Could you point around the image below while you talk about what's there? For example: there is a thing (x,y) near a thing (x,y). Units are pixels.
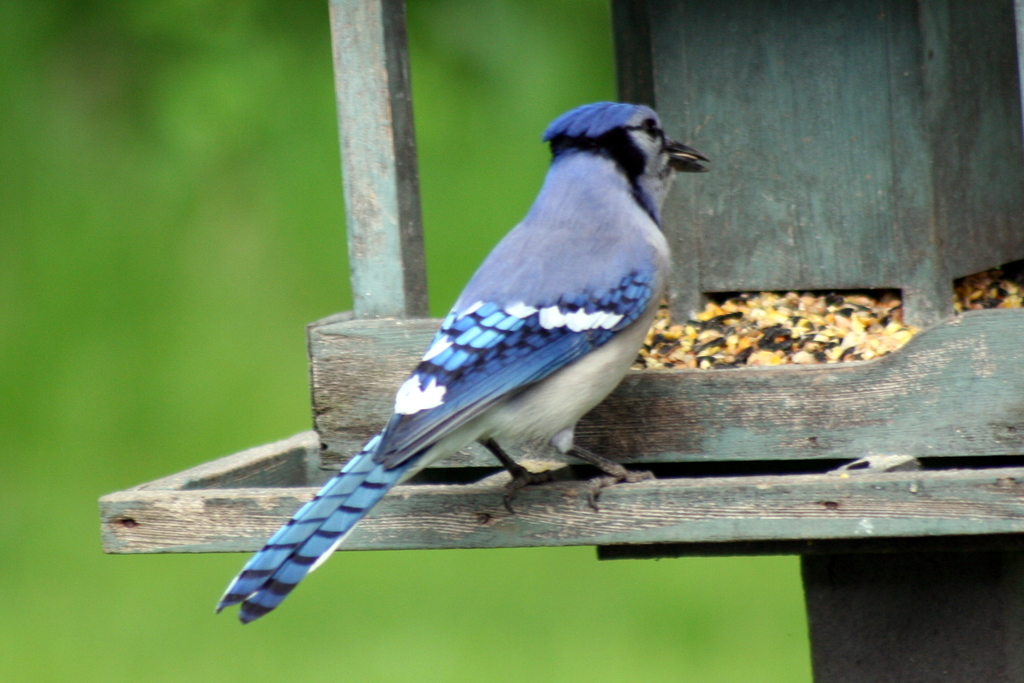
In this image, I can see a bird (565,318) standing on a wooden object (701,428). The background (106,653) looks green in color, which is blurred.
